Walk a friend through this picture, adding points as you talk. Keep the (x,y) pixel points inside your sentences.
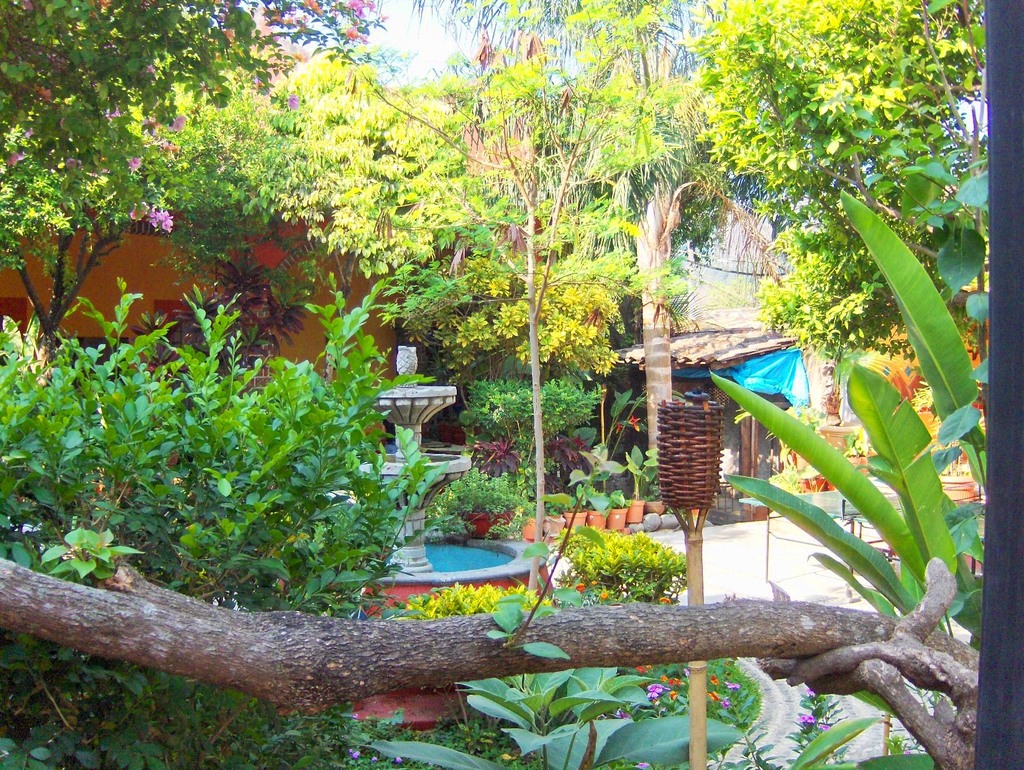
In this image we can see the trees (908,97), plants (411,749), flower pots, grass (376,727), there is a wooden object (691,604), beside we can see an object (418,391), behind there is a house (322,268), we can see the sky (414,43).
